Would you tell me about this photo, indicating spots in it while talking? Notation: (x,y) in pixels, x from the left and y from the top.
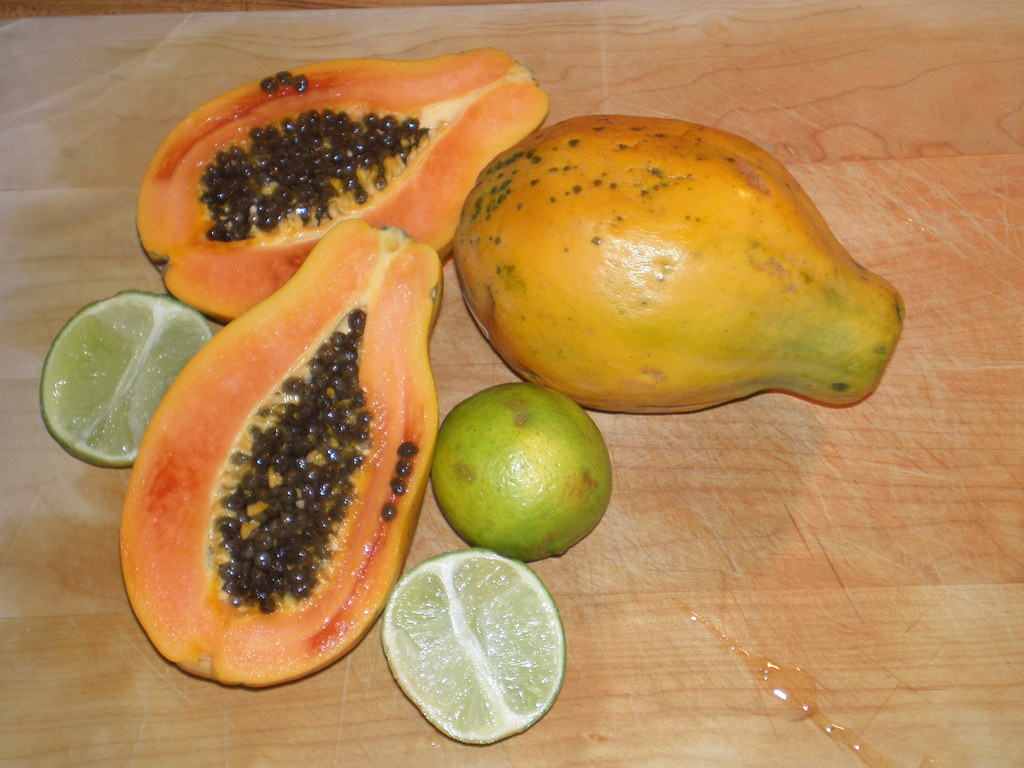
In this picture we can see papaya's (423,335) and lemons (443,435) on a wooden object (768,540).
